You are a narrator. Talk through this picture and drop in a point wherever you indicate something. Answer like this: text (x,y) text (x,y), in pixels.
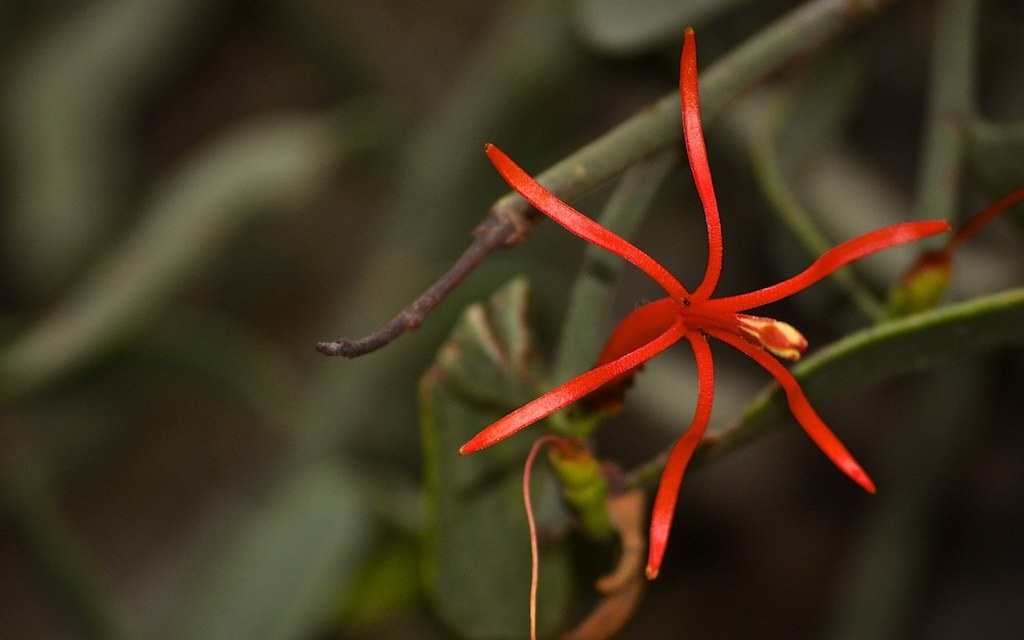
In this image there is a flower (623,356).
